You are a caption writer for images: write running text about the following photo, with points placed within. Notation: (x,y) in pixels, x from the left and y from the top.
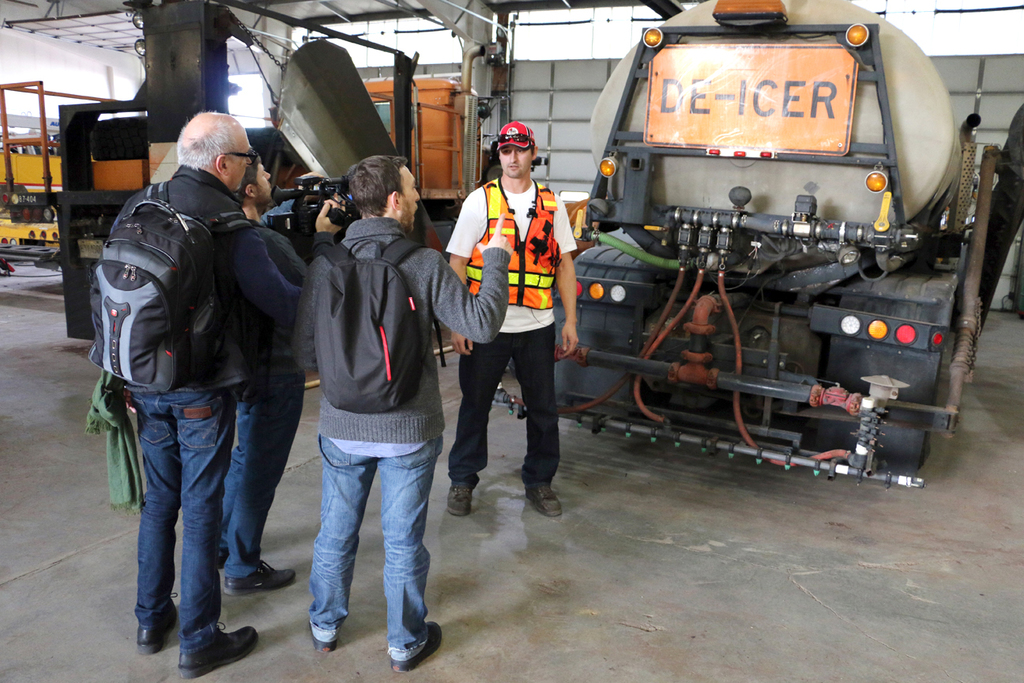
This picture is clicked inside. On the left (226,329) we can see the group of persons (467,312) standing on the ground (543,558) and there is a person (318,219) holding a camera (306,209) and standing on the ground (676,627). On the right (913,228) we can see a vehicle (756,162) and a text (762,112) on the vehicle (786,112). On the left (173,57) there are some objects (312,90). At the top (522,9) there is a roof (595,1). In the background (569,72) we can see the wall (1005,86) and some other objects (455,179).
